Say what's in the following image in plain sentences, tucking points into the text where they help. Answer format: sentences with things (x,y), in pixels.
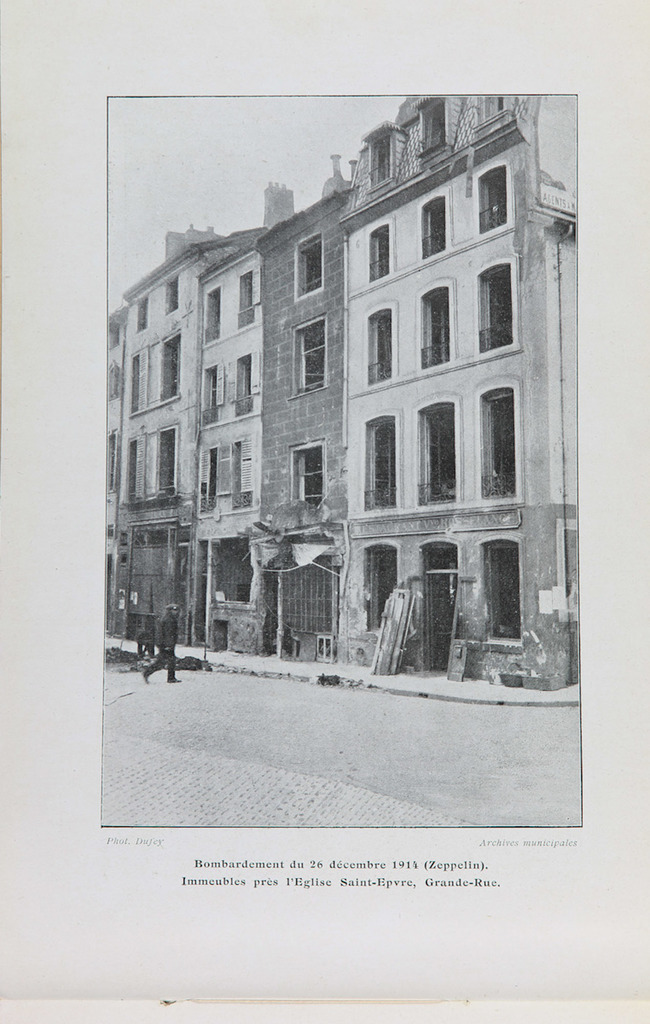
In the image we can see there is a poster (181,570) on which a person (160,652) is standing on the road (131,724) and there is a building (381,373). The image is in black and white colour.
